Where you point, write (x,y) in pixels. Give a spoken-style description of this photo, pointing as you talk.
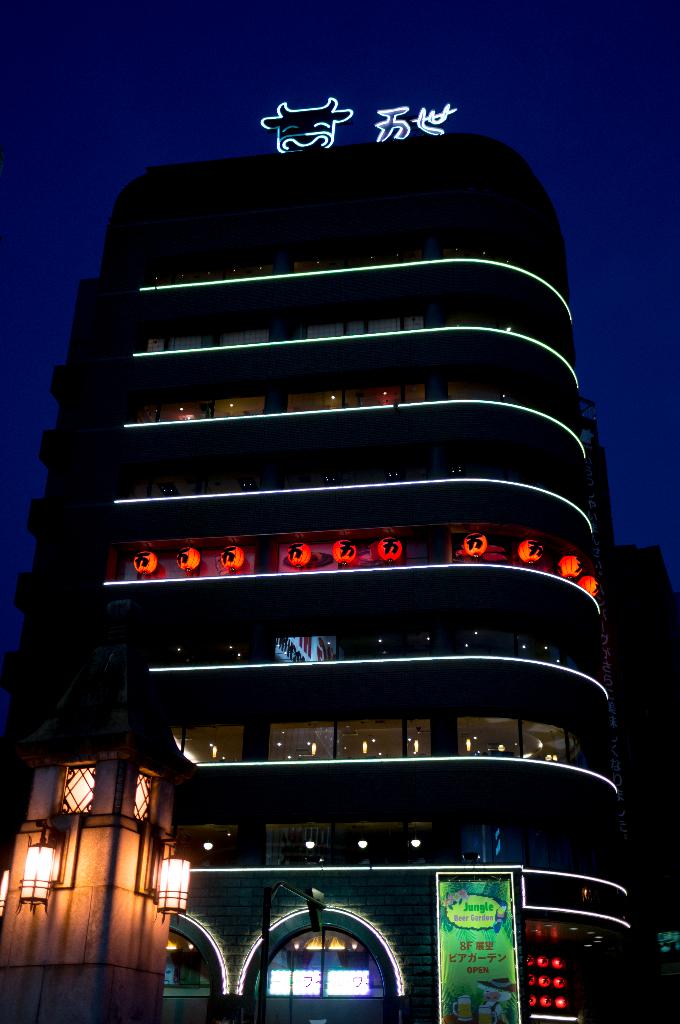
In this image, we can see a building (263,672) and a pillar (49,999). We can see a board (514,973) with some text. We can see some lights (572,573) and some objects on the top of the building (558,378). We can also see the sky (600,197).
